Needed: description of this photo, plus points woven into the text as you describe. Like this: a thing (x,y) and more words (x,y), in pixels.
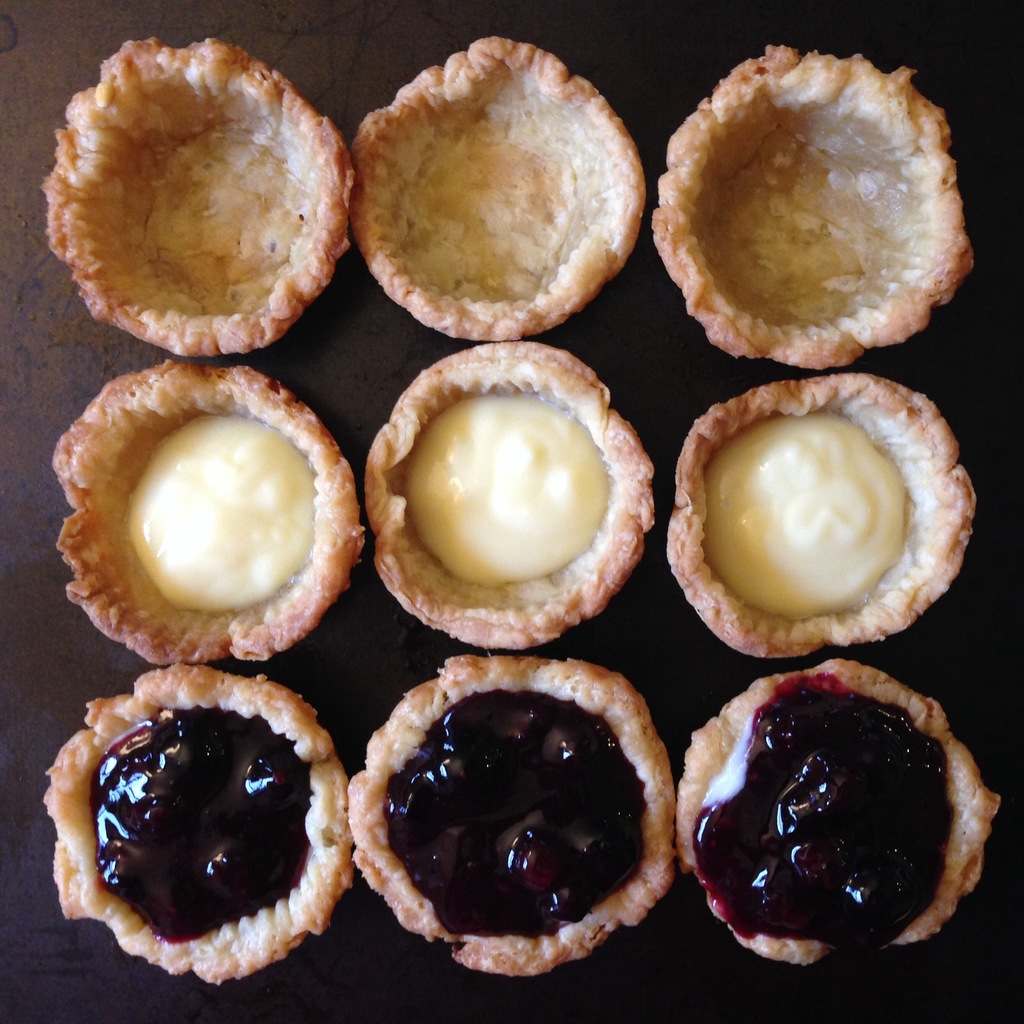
In the center of the image (676,631) we can see one table (980,641). On the table (660,580), we can see some food items (626,573).
